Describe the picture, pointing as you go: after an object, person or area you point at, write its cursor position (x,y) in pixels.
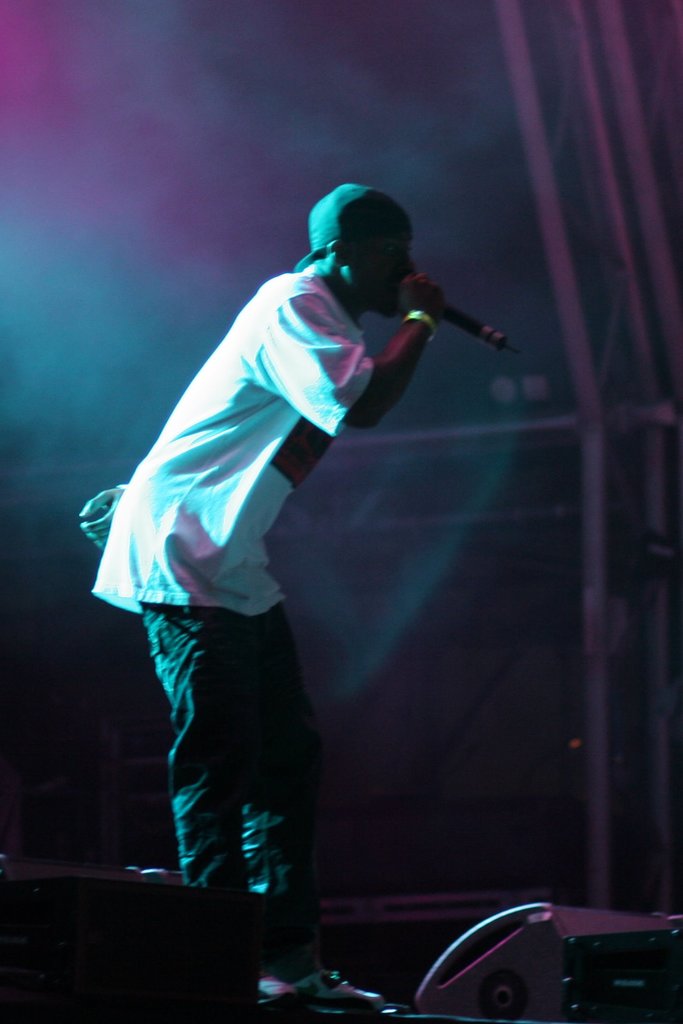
In this image there is a person (301,379) with a hat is standing and holding a mike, and there is a speaker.
